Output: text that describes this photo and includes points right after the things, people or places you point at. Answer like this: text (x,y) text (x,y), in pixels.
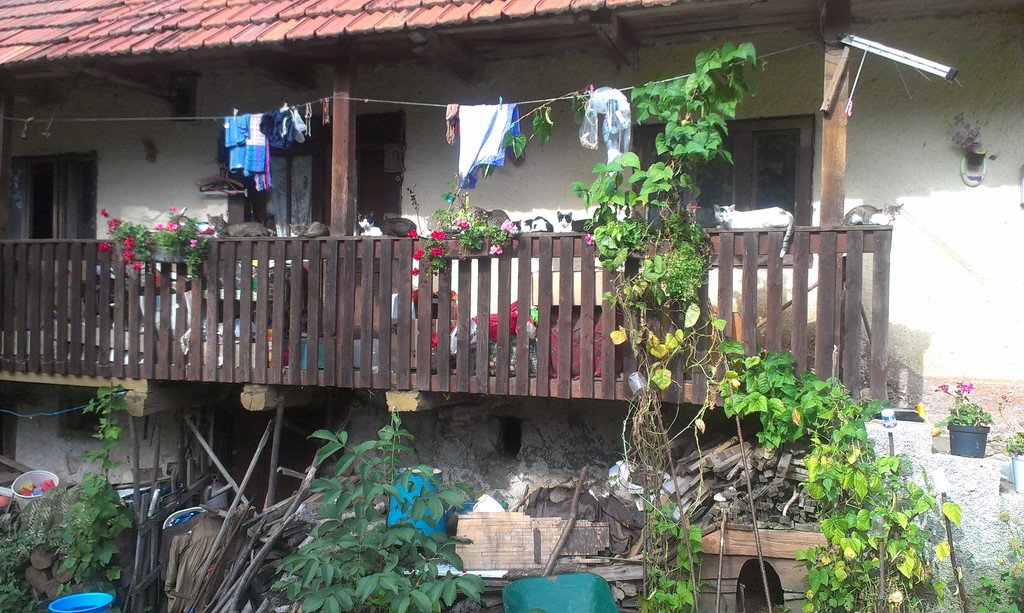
In this image, we can see a roof house (171,99). There is a balcony (480,328) in the middle of the image (389,330). There are some plants (671,571) at the bottom of the image (317,574). There are clothes (237,135) at the top of the image (490,120).
